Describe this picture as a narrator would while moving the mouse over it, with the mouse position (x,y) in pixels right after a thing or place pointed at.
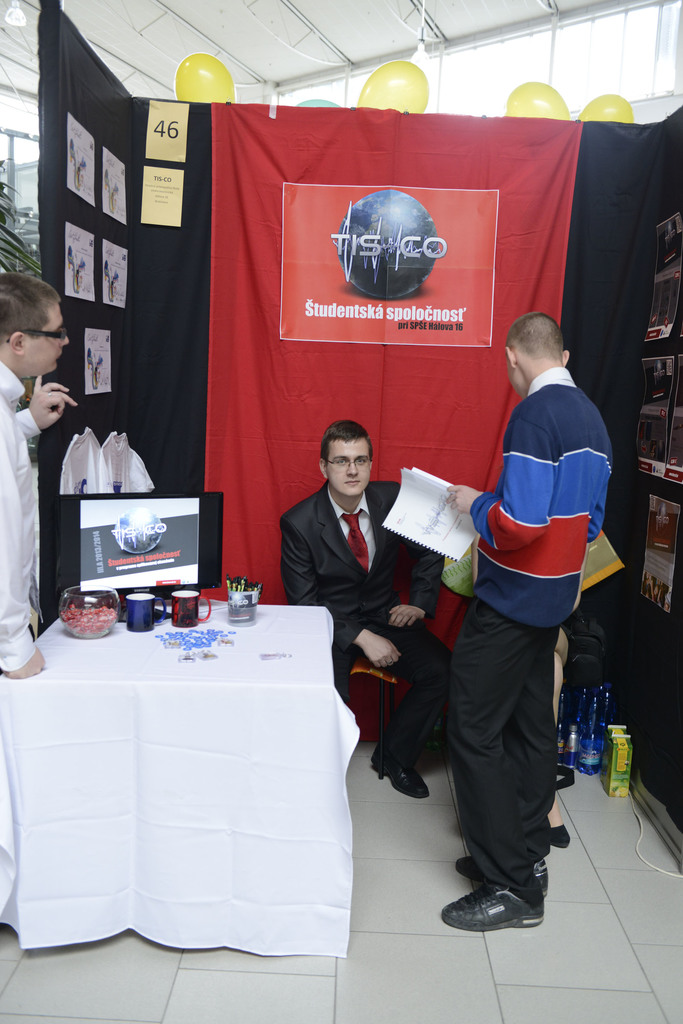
On a curtain (264,354) there is a banner (286,229) and pictures (653,404). On top (209,81) there are balloons (197,81). This person (368,644) is sitting on a chair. In-front of him there is a table (196,705), on this table (127,711) there is a monitor (203,555), bowl (71,613) and cups (154,620). Beside this table (217,656) persons (592,431) are standing. This person (500,552) is holding a book (438,515).
